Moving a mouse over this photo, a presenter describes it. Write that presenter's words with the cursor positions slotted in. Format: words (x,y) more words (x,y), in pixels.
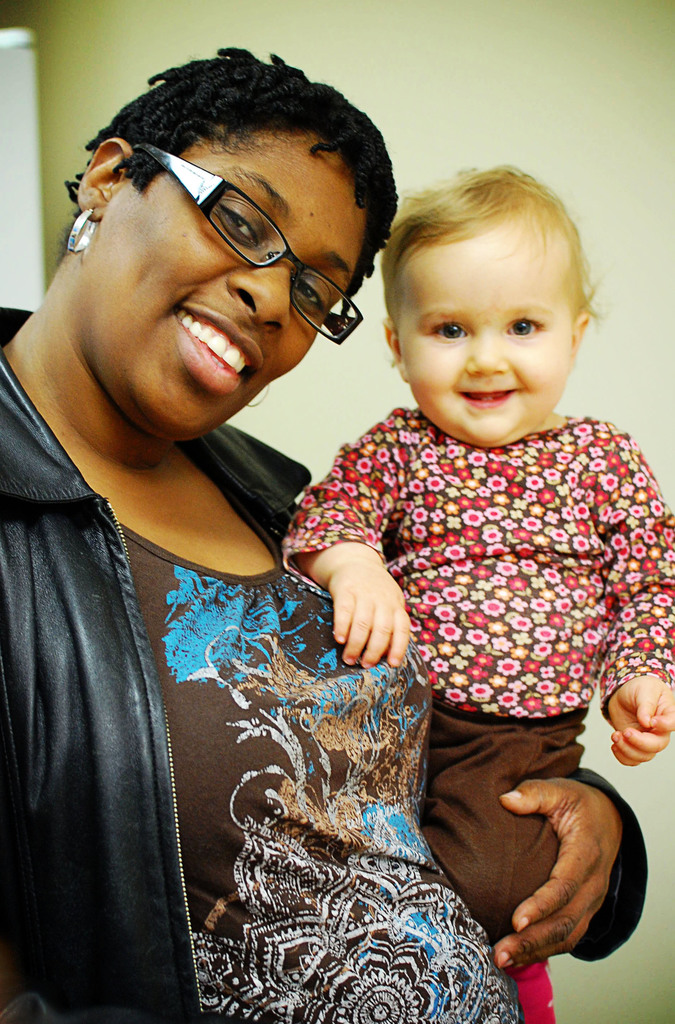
In this picture, we see a woman (245,757) in the brown T-shirt (215,660) and the black jacket (96,629) is standing. She is holding a baby (572,551) in her hands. Both of them are smiling. They might be posing for the photo. The woman (273,201) is wearing the spectacles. In the background (347,67), we see a white wall (448,87).
